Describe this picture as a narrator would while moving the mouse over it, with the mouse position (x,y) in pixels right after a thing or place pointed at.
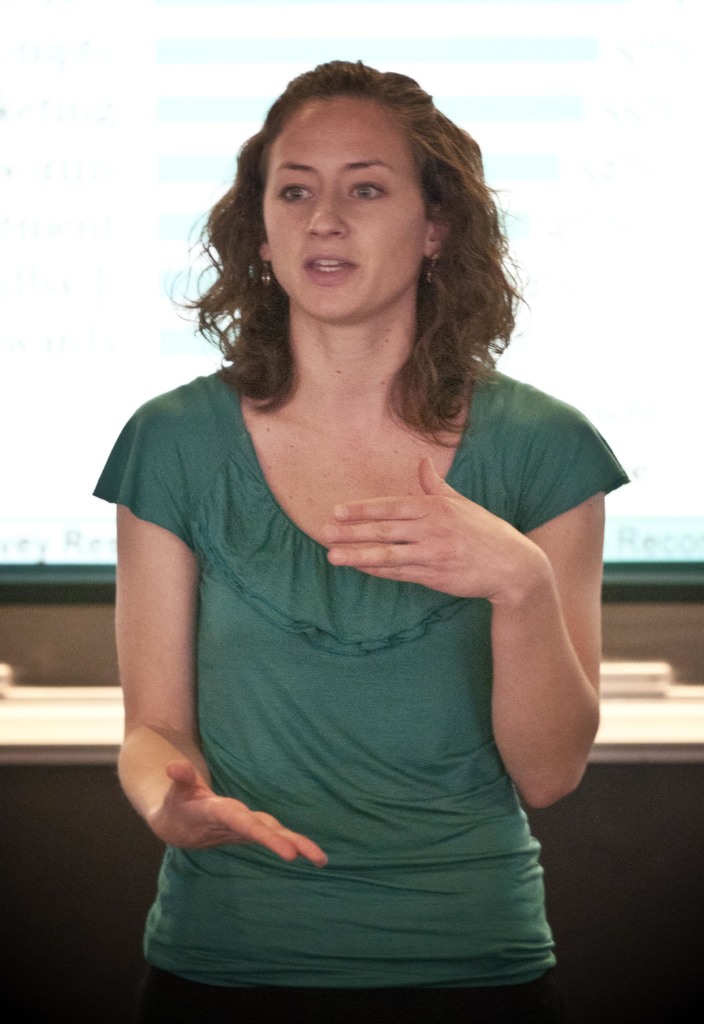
In the picture we can see a woman (345,844) standing and she is wearing a green dress (474,427) and has a brown hair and explaining something and in the background (105,378) we can see a projection screen (654,243).
